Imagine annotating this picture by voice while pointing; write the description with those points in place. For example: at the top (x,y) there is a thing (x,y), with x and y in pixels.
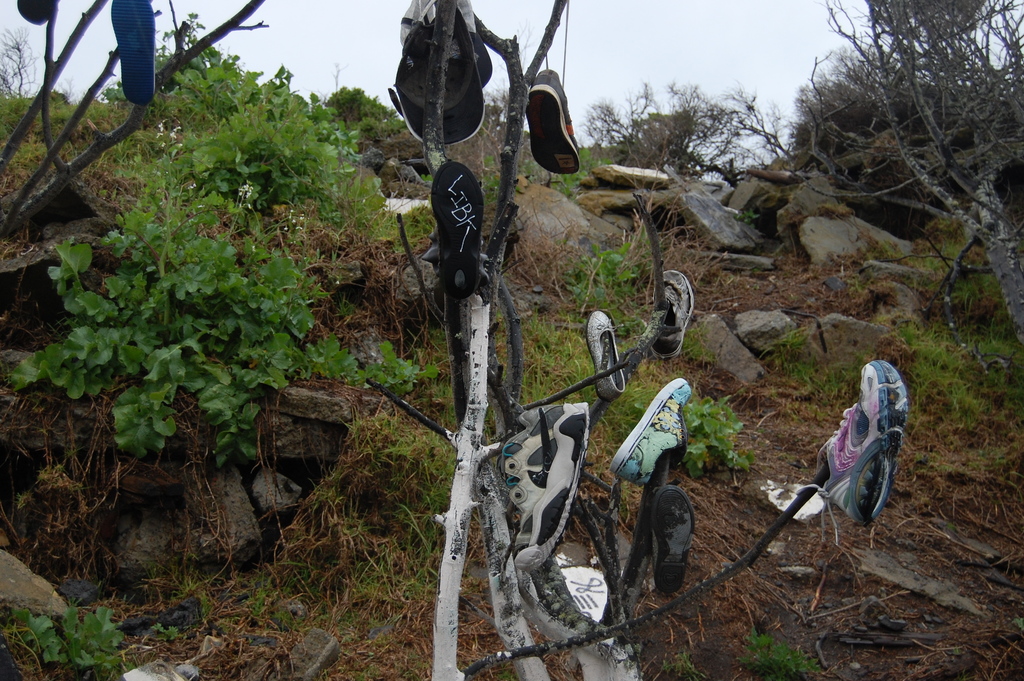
In this image we can see a cap (462,68) and some shoes (460,245) present on the branches (491,264) of a tree (656,287). We can also see the trees (967,119), plants (264,142) and also the grass (346,549) and rocks (722,366) in this image. Sky (359,15) is also visible.
